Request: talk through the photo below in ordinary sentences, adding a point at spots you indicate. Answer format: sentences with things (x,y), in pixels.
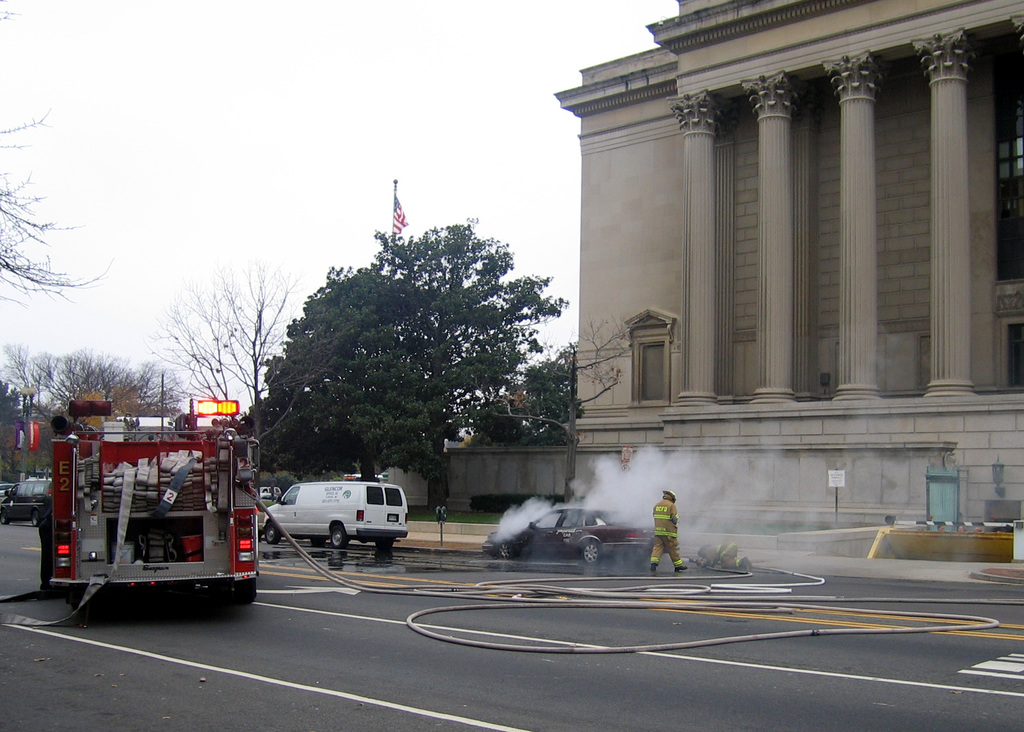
In the foreground of the image (466,610) we can see some persons (682,568) standing on the ground (697,570) and group of vehicles (395,521) parked on the road (342,600), we can also see a group of pipes (506,647) on the ground (484,622). On the right side of the image (959,519) we can see a building (1014,150) with pillars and a door (949,479). In the center of the image (462,262) we can see a flag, light poles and a group of trees (1,202). At the top of the image (188,126) we can see the sky (279,91).
